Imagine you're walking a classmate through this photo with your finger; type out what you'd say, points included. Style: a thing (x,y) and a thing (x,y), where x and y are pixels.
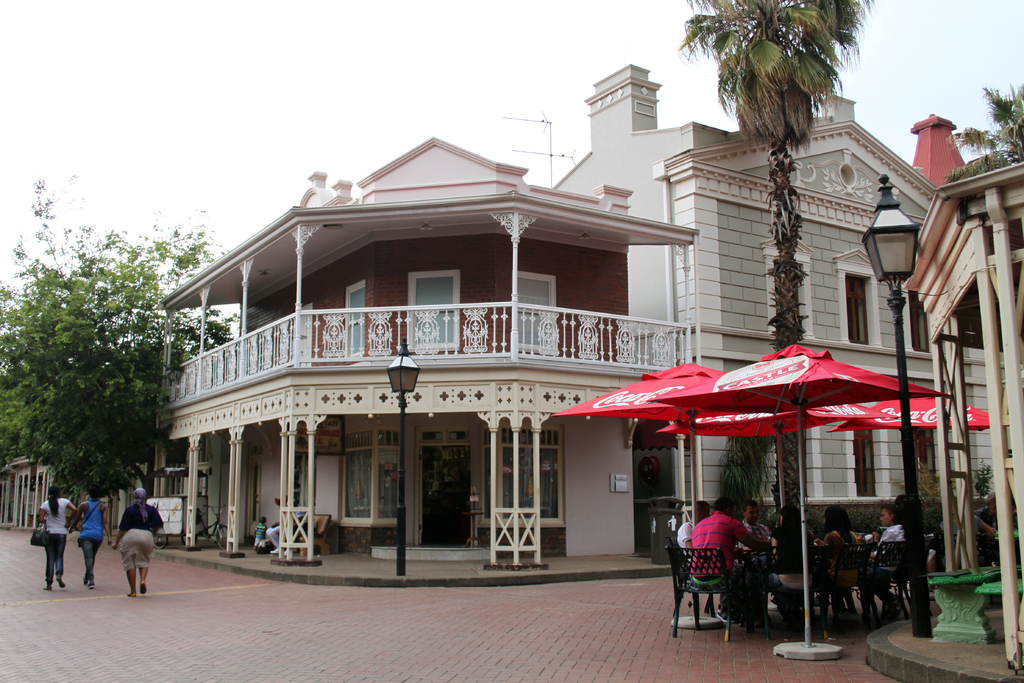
In this image we can see the buildings (632,259), trees (109,307) and also the light poles (390,370). We can also see a few people (729,506) sitting on the chairs (732,585) under the red color umbrellas (795,408). On the left (132,533) there are people (40,520) walking on the path (122,620). At the top (280,69) there is sky (399,52).
